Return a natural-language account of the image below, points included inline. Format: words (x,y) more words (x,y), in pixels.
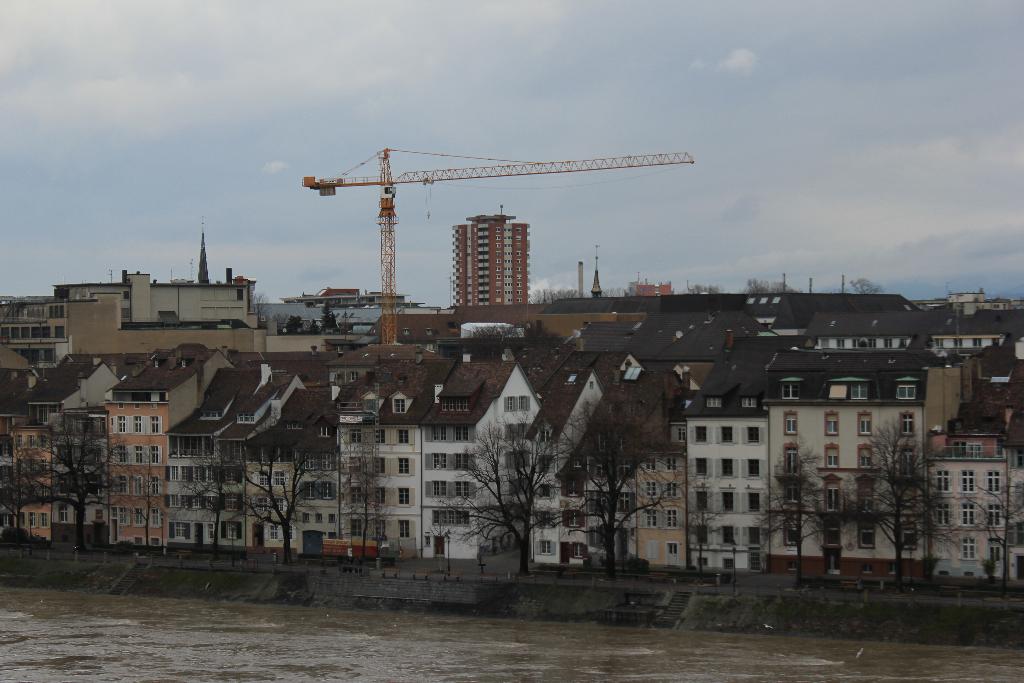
In this image we can see water (268,611), road (781,583), benches (849,579), trash bins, trees (617,511), buildings (486,420), construction crane (439,172) and sky (567,186) with clouds (411,190).
